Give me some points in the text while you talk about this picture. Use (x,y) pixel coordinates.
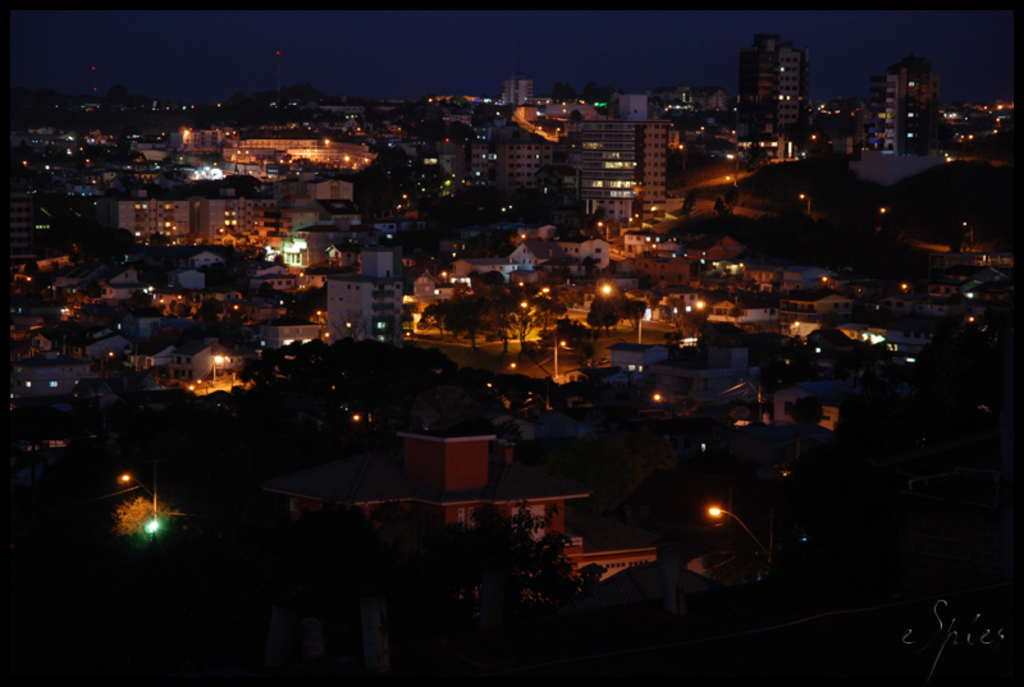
There are buildings (680,283), trees (542,324) and light (687,310) in the foreground area of the image (557,455), it seems like the picture is captured during night time.
